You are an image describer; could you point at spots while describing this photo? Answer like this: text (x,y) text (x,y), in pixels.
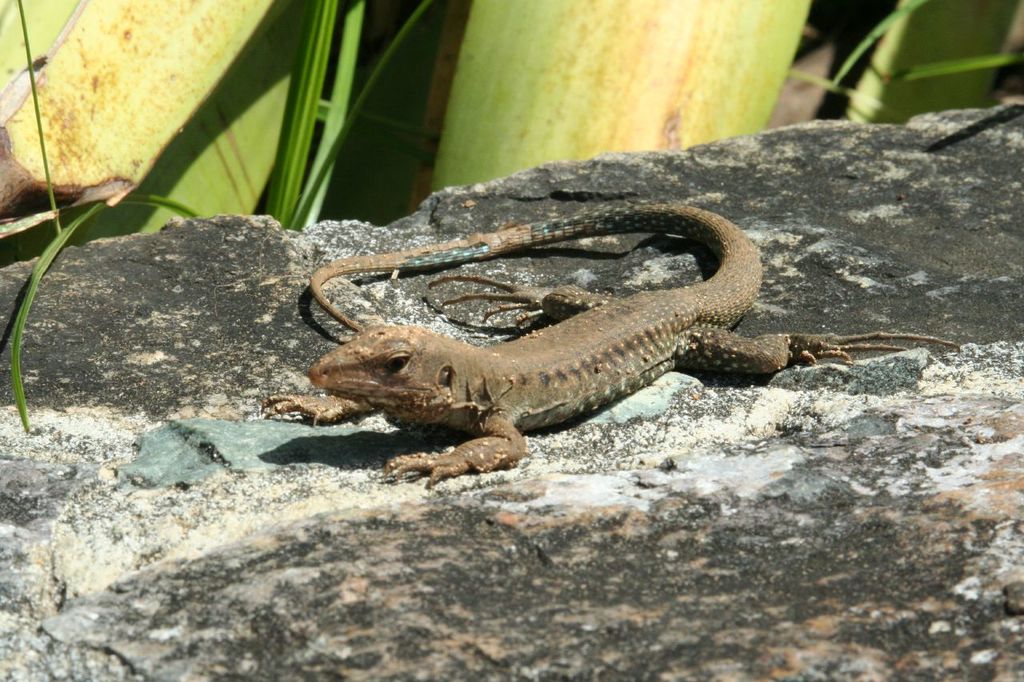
In this image there is a kind of lizard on the path (8,447), and in the background (401,174) there are leaves (476,174).
